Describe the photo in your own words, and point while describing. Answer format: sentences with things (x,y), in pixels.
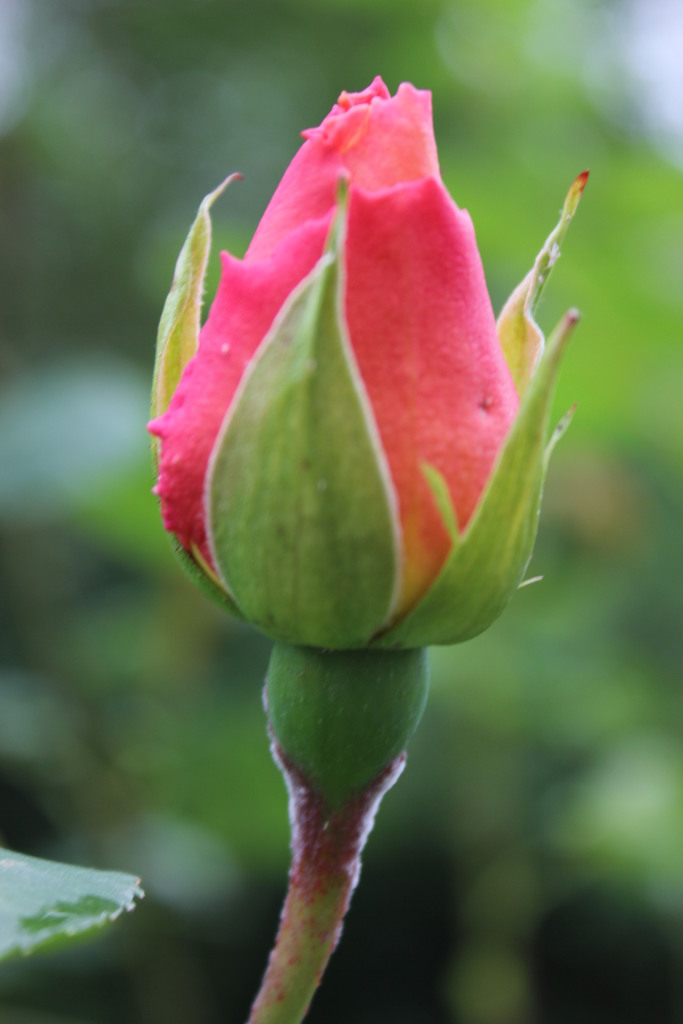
In this image we can see a bud (256,350) and blur background (138,725).
